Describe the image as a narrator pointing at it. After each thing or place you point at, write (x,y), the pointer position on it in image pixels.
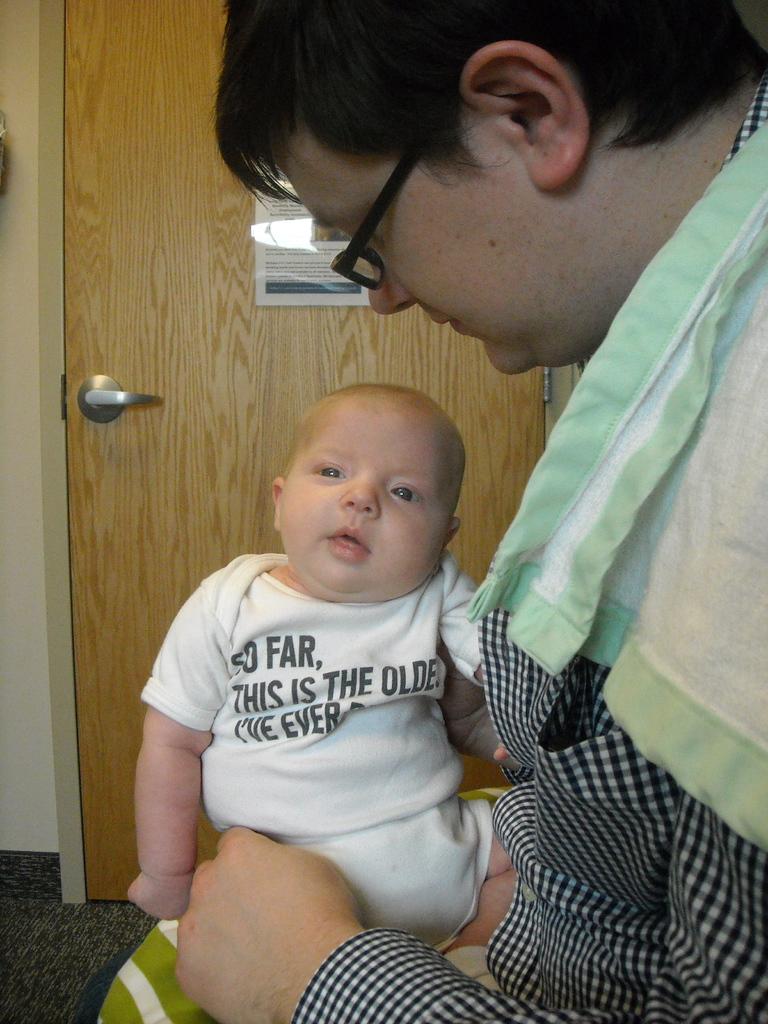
In the image we can see a man (501,625) and a baby (432,651), wearing clothes (471,673) and the man (541,249) is wearing spectacles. Here we can see the door (250,376), floor (67,950) and the poster (277,279).
